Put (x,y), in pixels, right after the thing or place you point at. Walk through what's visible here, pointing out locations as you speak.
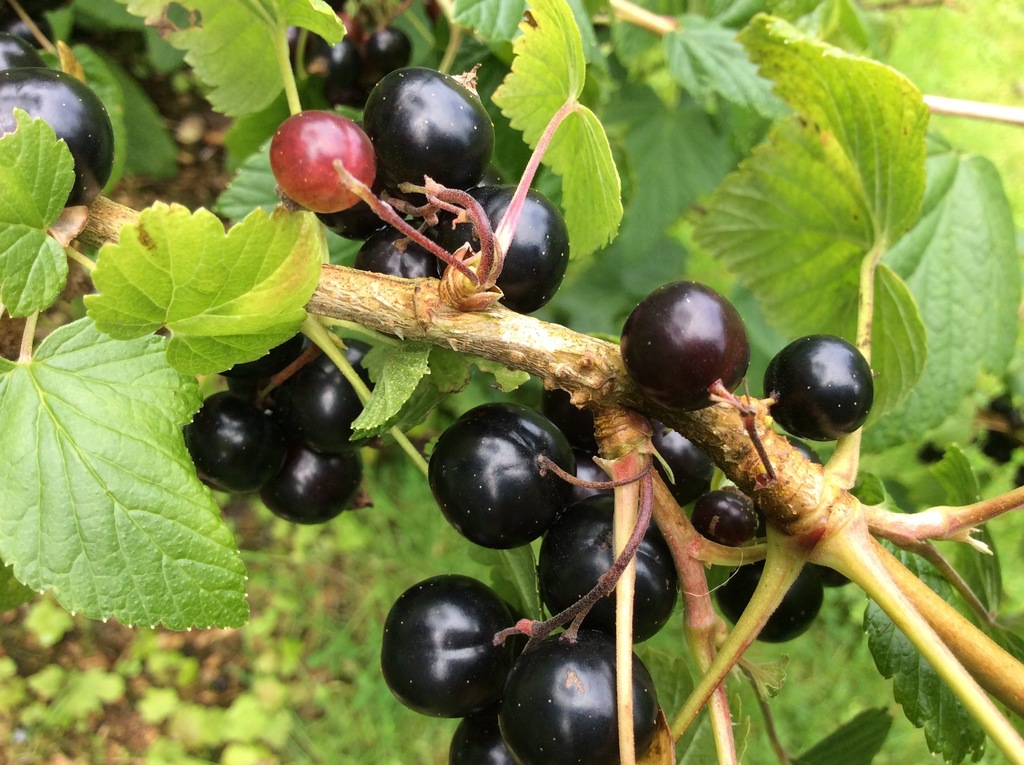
In this image, we can see some black color fruits (804,383) and we can see some green leaves (691,140).
